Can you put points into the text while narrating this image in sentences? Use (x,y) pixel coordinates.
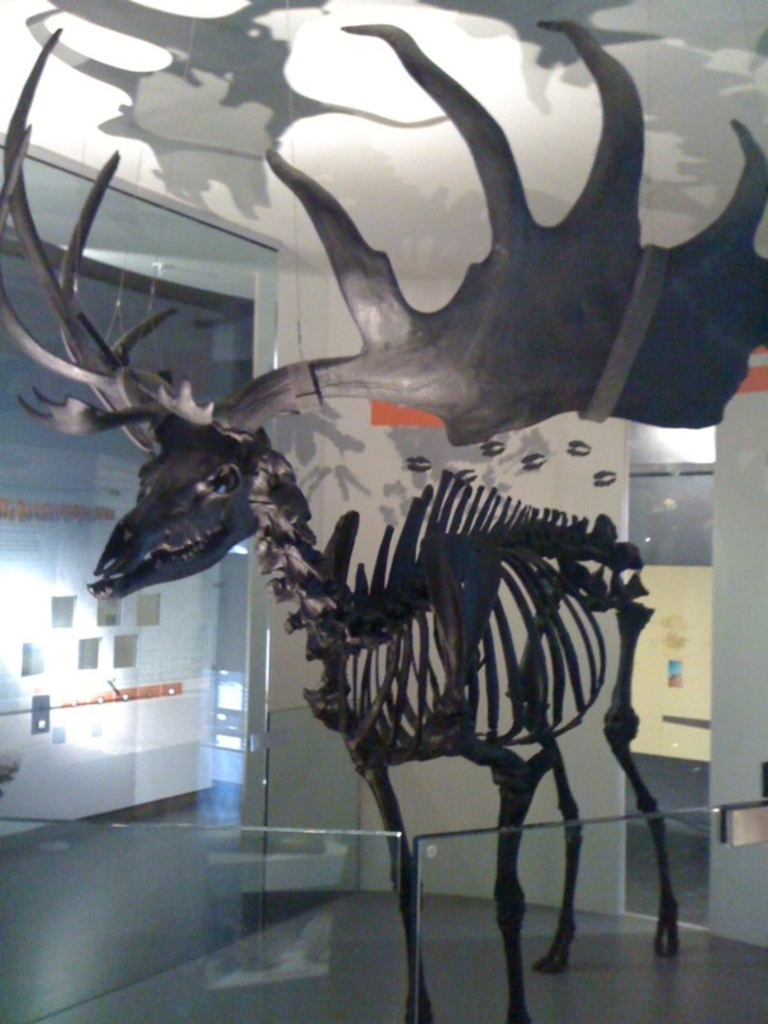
In this image, in the middle (472,583), we can see an animal skeleton (548,704) placed on the floor (431,920). On the left side (217,657), we can see a board (179,646) and a door (213,659). On the right side (702,592), we can see a wall (688,685). At the top (407,91), we can see a roof (671,179), at the bottom (294,874), we can see a glass (655,839).
